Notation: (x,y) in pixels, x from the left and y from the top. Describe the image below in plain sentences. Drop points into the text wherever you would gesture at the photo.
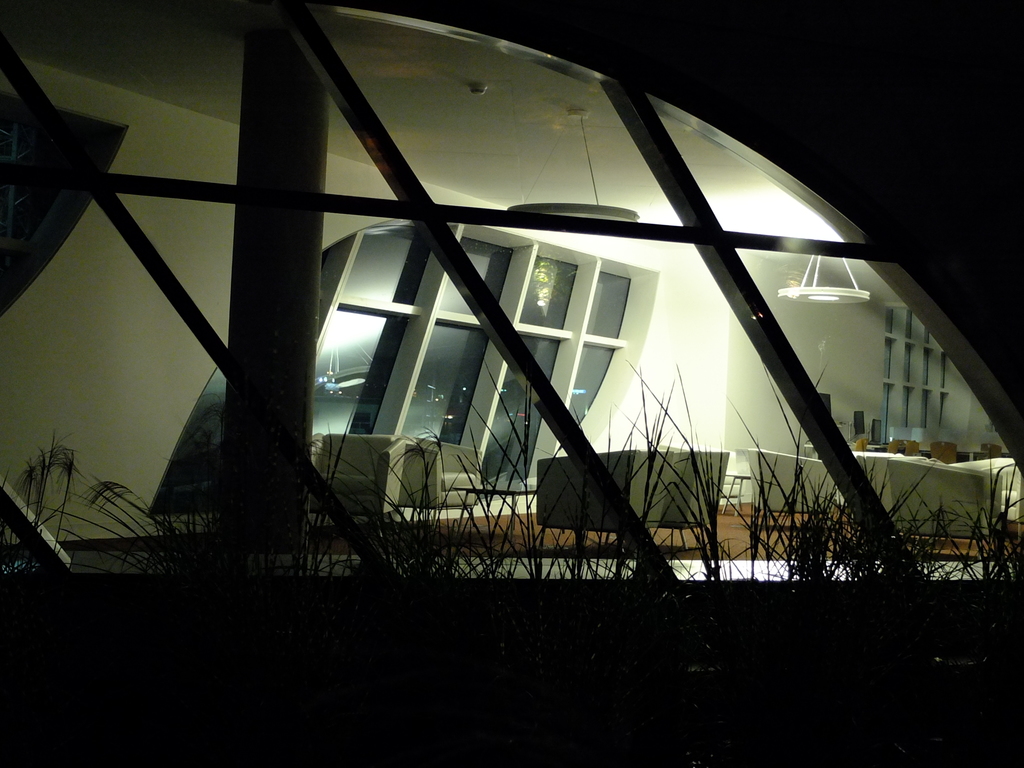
Here in this picture we can see chairs (660,497) and a couch (896,516) present on the floor (725,516) and we can see windows (414,407) present and we can also see plants (623,546) present and we can see lights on the roof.
